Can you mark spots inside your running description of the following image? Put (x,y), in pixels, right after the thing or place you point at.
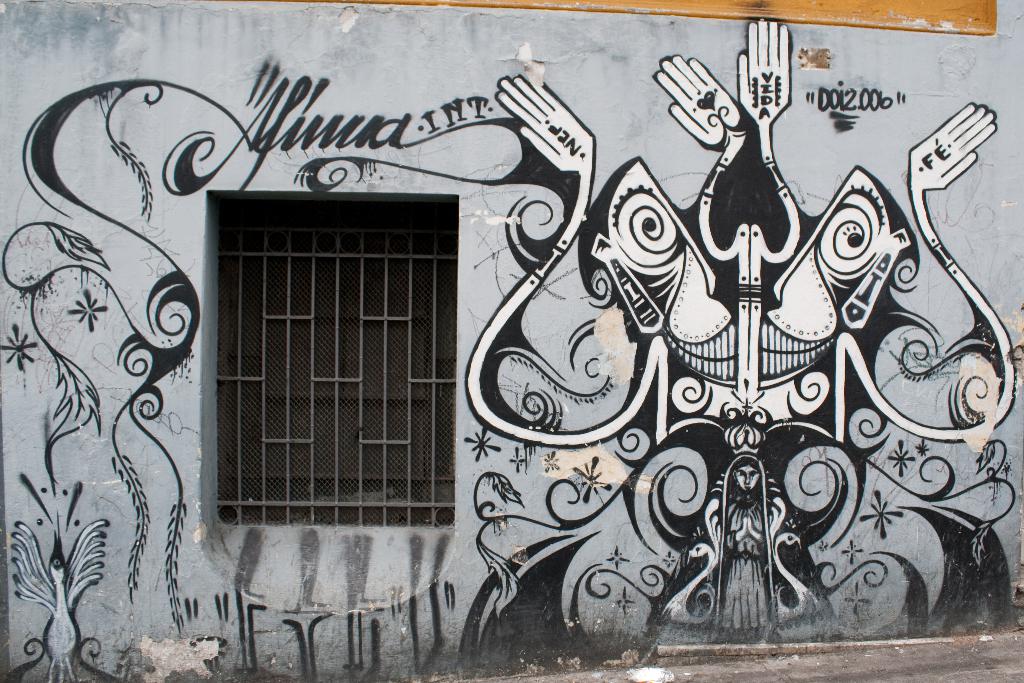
In the image we can see there is a wall (431,61) and there is window (360,420) on the wall (569,363). There is painting (650,328) on the wall (844,454) and the painting (636,384) is in black and white colour.
